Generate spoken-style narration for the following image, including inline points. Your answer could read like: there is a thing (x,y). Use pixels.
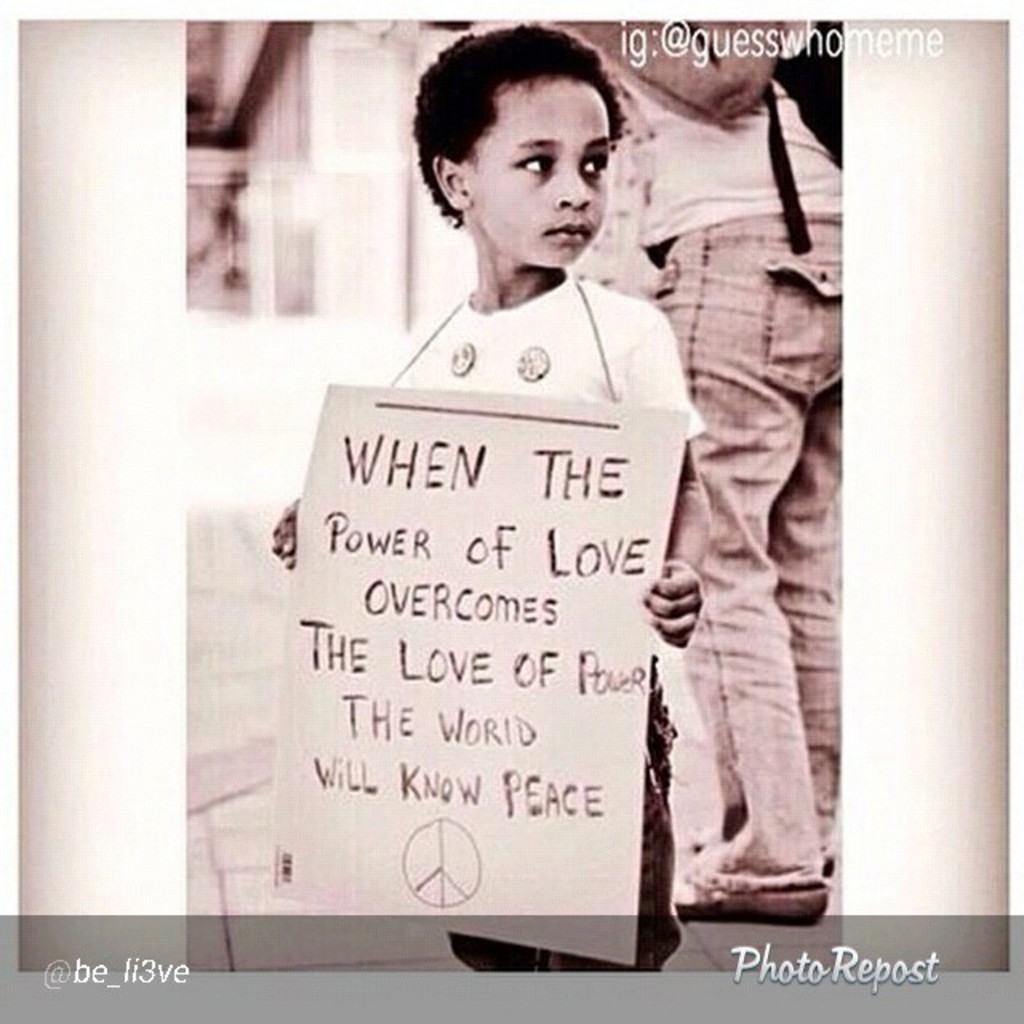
In this image there is a kid (429,360) who is holding the placard (419,612). In the background (722,224) there is a person (728,305) standing on the floor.
